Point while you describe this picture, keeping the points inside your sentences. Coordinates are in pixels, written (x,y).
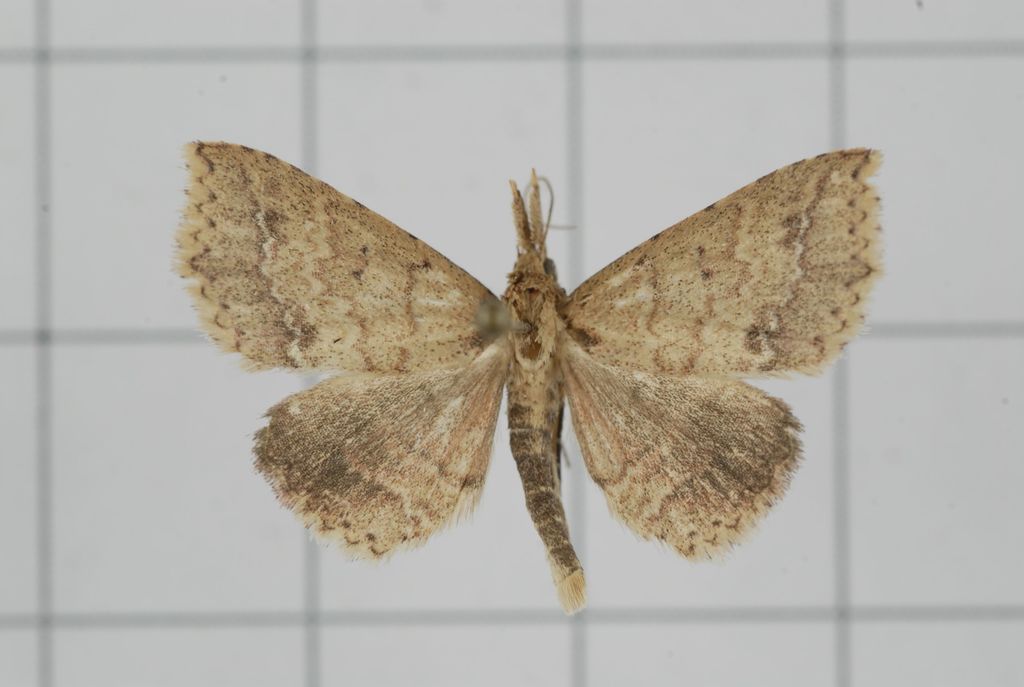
In this image there is a moth (437,367). There is a white color background (928,170).
